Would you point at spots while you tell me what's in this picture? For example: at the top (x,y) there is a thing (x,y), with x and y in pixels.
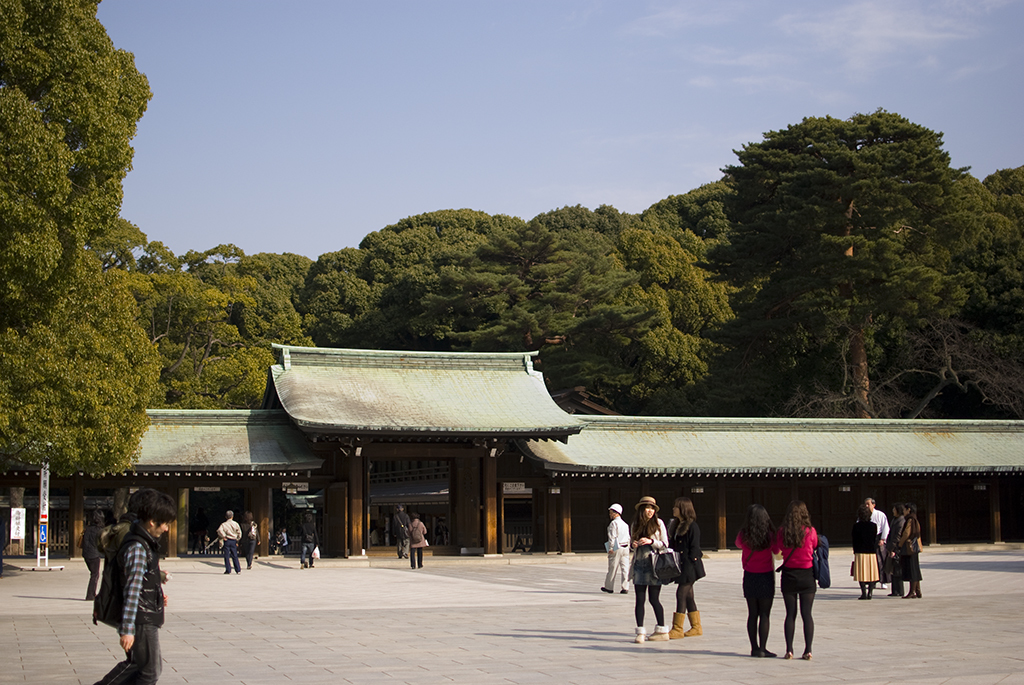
In this image I can see at the bottom (124,571) few people (812,544) are walking, in the middle (484,388) it looks like a house (541,483). At the back side (617,327) there are green color trees (631,301), at the top (576,112) it is the sky (539,125).
